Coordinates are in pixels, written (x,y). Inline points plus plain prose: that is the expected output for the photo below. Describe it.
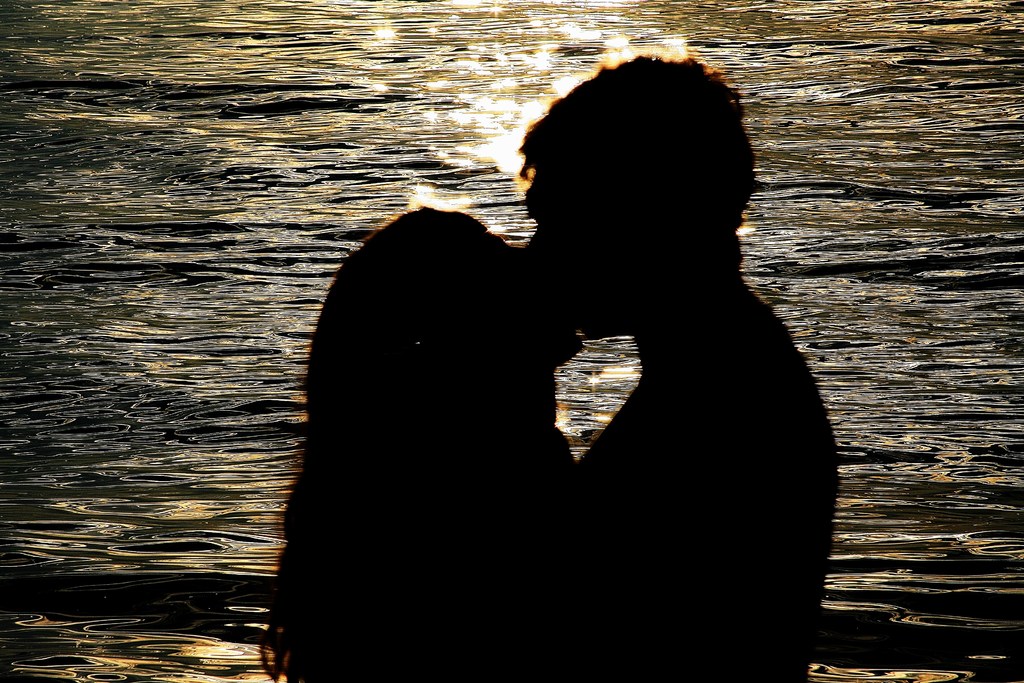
In this image we can see a couple (648,222) kissing on the sea shore (299,180).
